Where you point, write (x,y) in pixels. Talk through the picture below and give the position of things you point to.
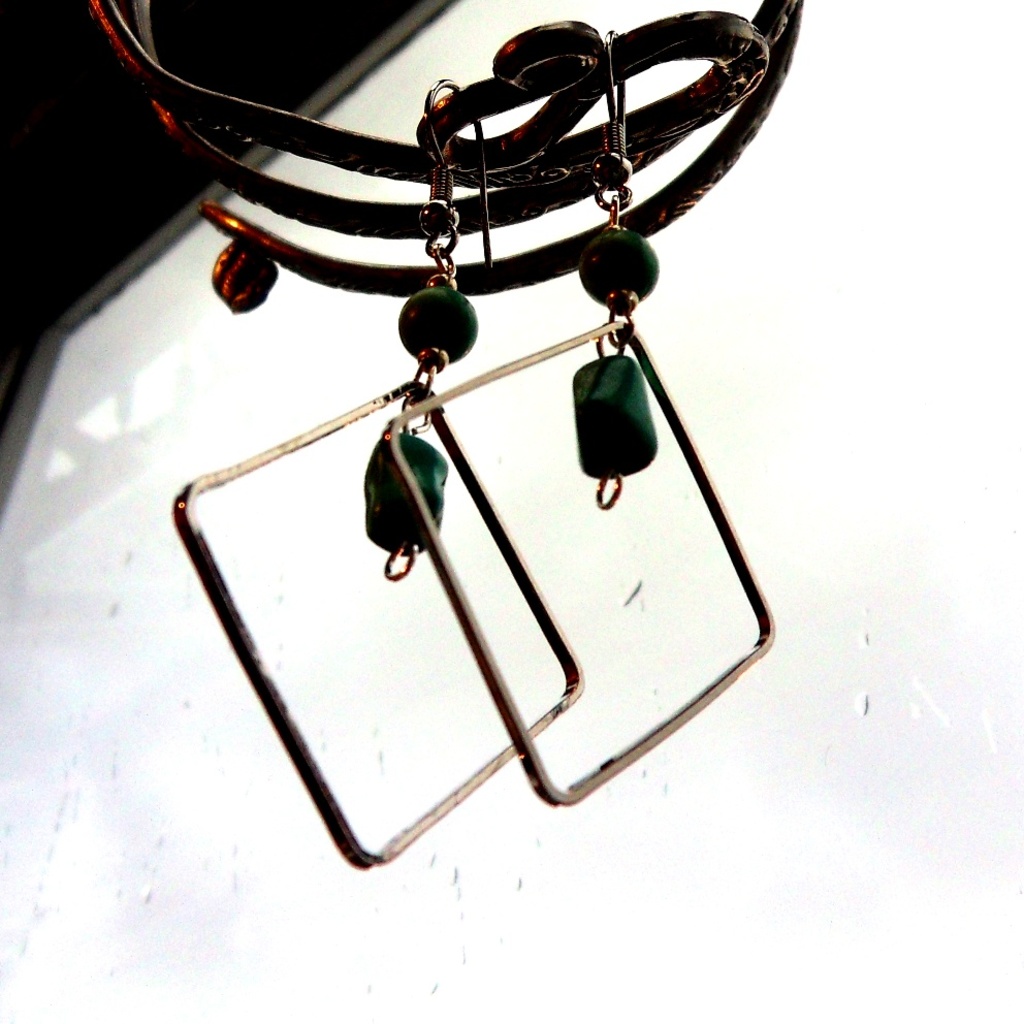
In this image I can see ear rings (602,193) at the top (613,78) and back side of the earring (295,444) it might be look like a screen (822,874).
